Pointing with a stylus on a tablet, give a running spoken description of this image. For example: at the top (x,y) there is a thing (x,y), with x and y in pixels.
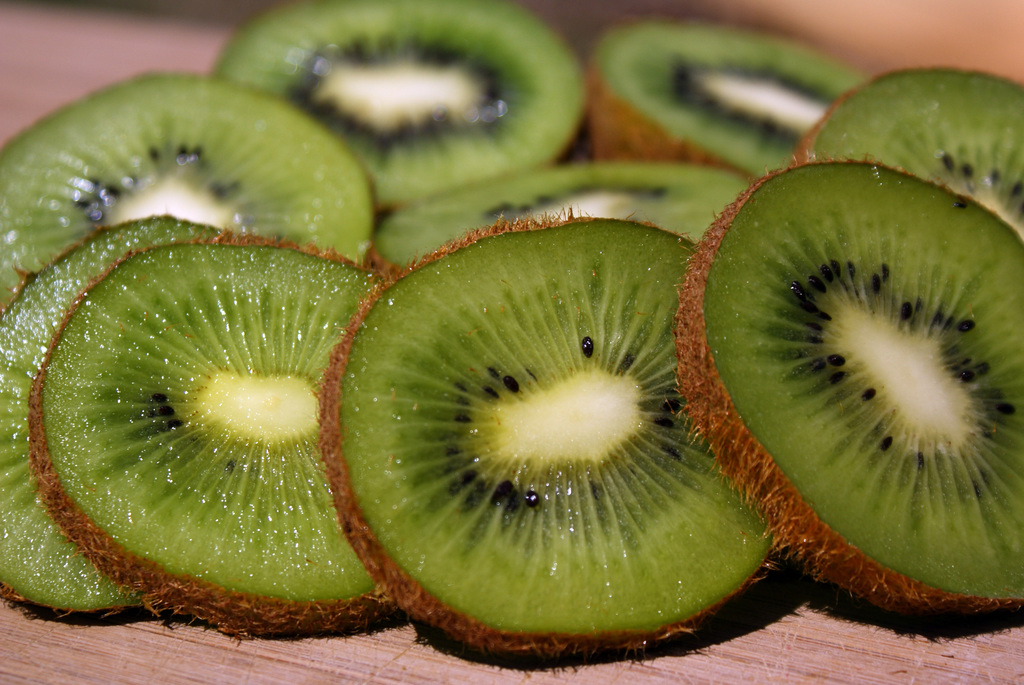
In this image we can see chopped pieces of kiwi (304,407).
